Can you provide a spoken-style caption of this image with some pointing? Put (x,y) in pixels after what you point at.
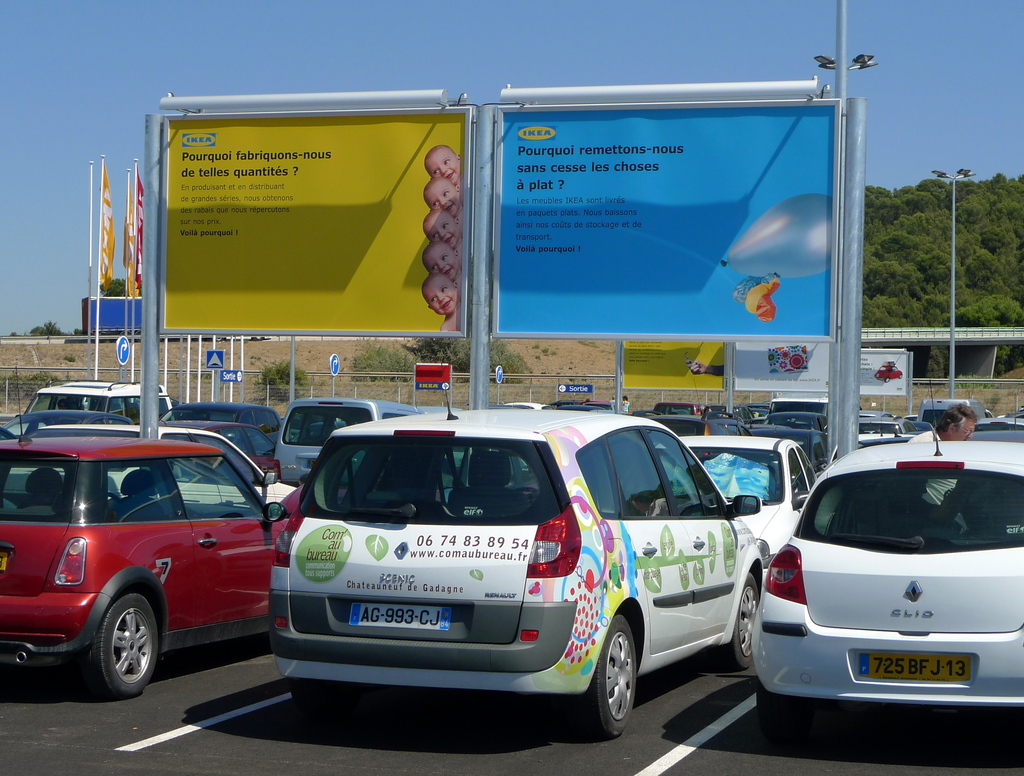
In this image, we can see vehicles (290,542) are parked on the road (527,775). Background (865,361) we can see vehicles (994,434), person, poles (951,389), sign boards (872,393), banners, lights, plants (260,384), trees (988,266), bridge (1014,334) and sky (804,65).
